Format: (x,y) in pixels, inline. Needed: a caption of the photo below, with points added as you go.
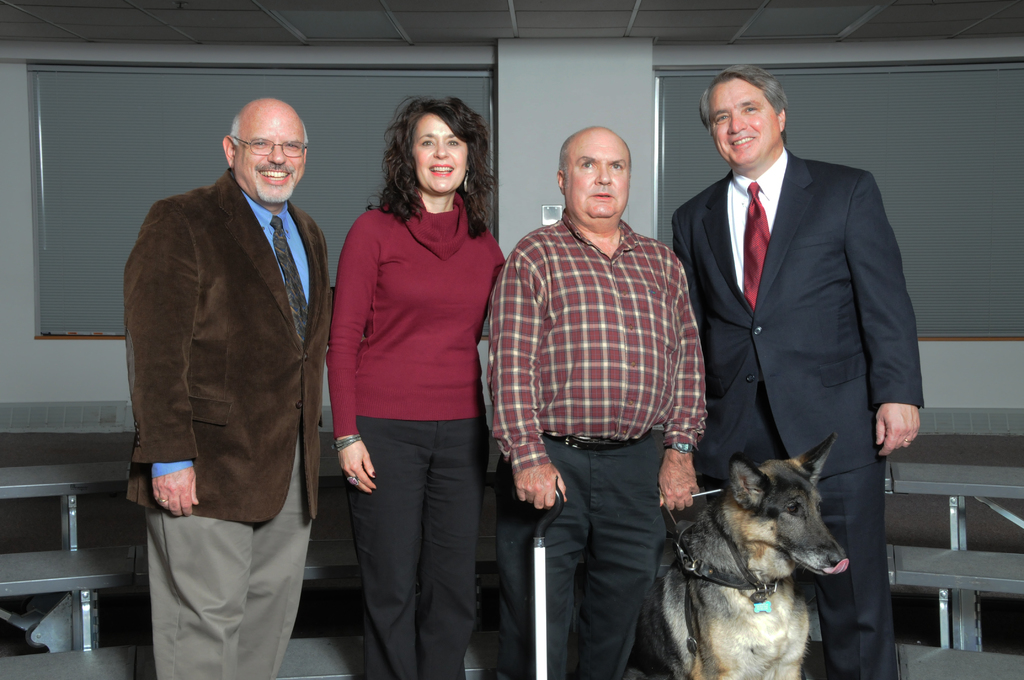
In this image, there is an inside view of a room (153,76). There are four persons (698,368) standing and wearing colorful clothes (383,253). There are benches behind these persons (251,281). There is a person (617,335) who is in the center of the image (644,373) holding a stick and dog (738,533) with leash (741,551).
